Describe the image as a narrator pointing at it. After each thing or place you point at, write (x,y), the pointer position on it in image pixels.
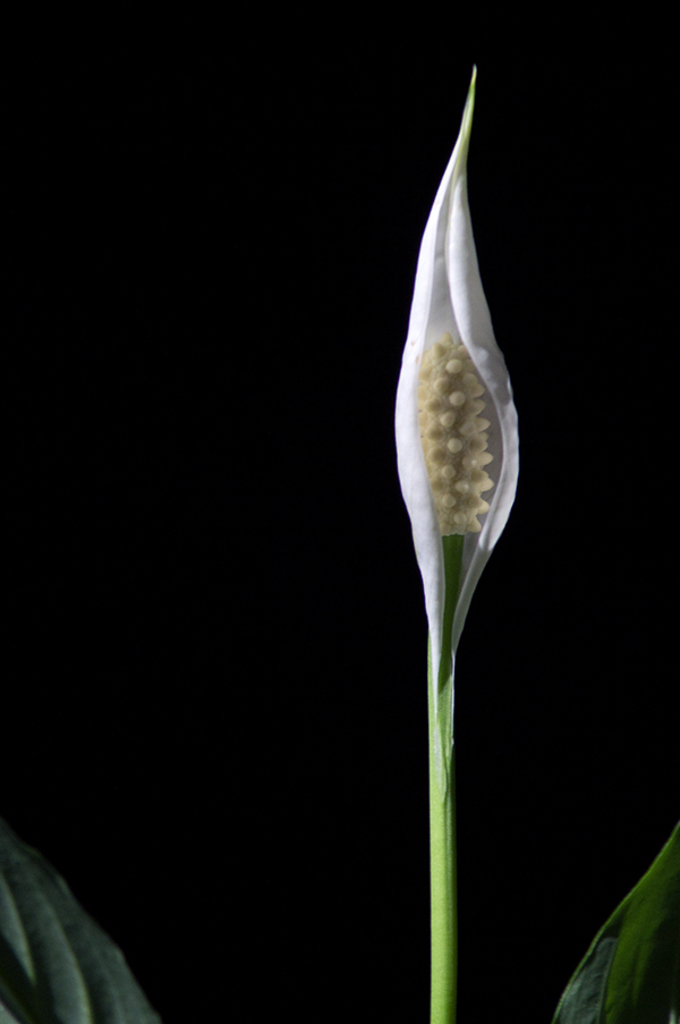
In this image I can see a flower (474,383) which is in cream and white color and few green leaves (101,963). Background (169,349) is in black color.
